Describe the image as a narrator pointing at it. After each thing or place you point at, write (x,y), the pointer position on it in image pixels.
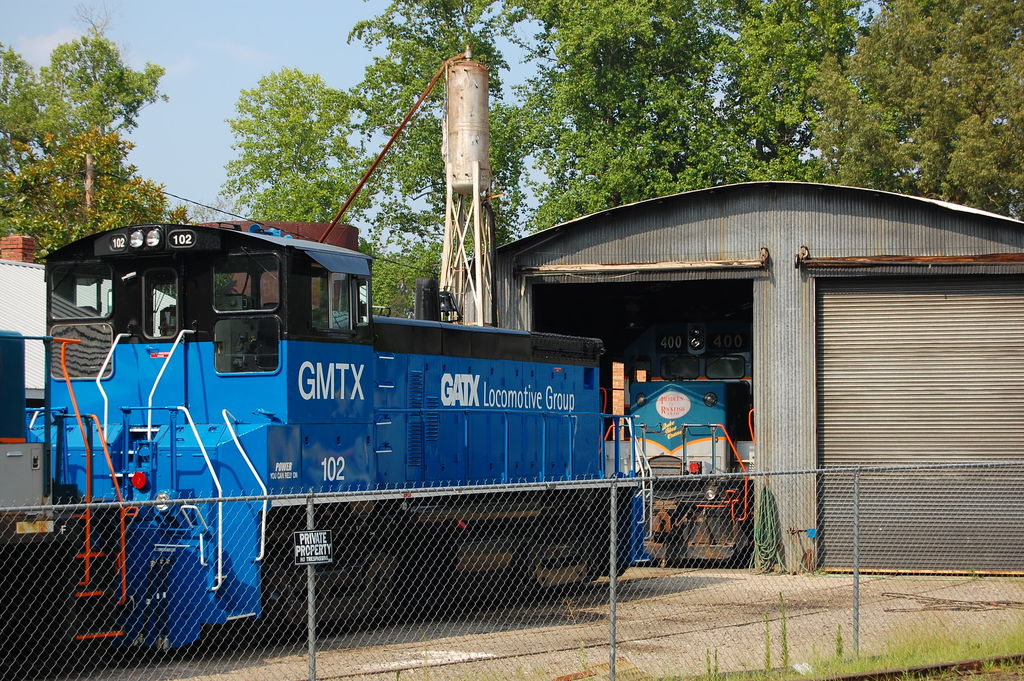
There is a net boundary (445,507), shed (842,558), tower (455,73) and trains (471,410) in the foreground area of the image (468,311), there are trees (69,50), shed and the sky (260,67) in the background (339,179).
